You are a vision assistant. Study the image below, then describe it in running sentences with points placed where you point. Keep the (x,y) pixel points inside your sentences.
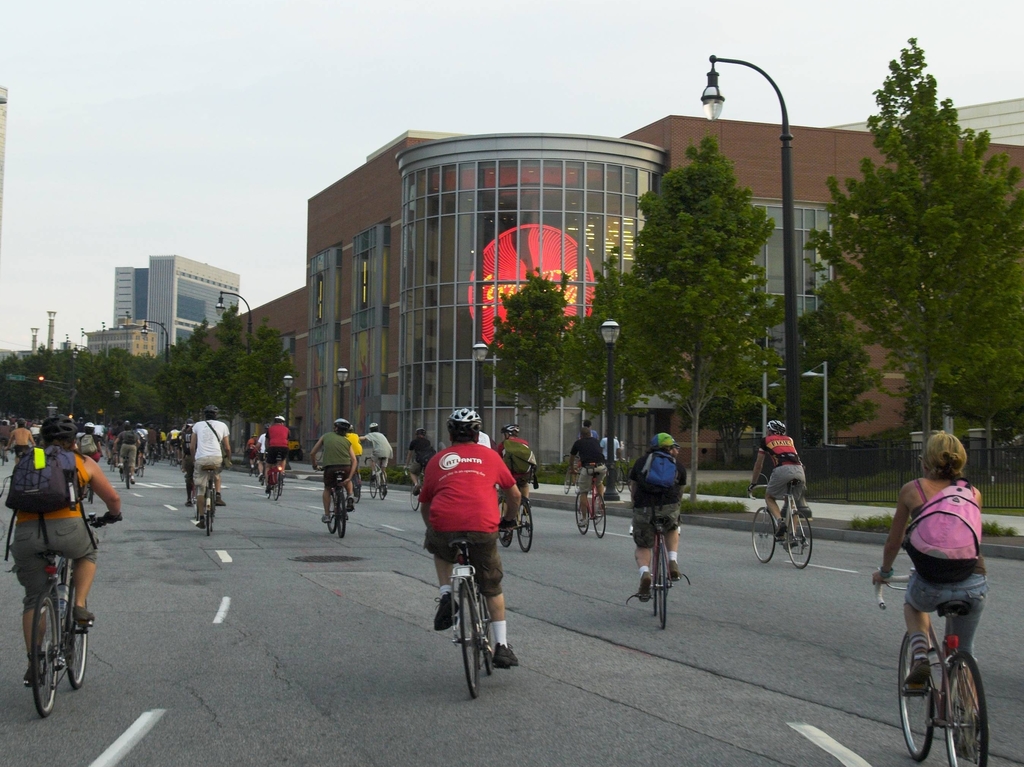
There is a road (245,564). On the road (197,576) there are many people (195,465) riding cycles (962,683). Some are wearing helmets (449,425) and holding bag (58,446). On the right side (721,409) there are buildings (397,283), trees (522,303) and light poles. On the ground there is grass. In the background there are trees (637,390).
